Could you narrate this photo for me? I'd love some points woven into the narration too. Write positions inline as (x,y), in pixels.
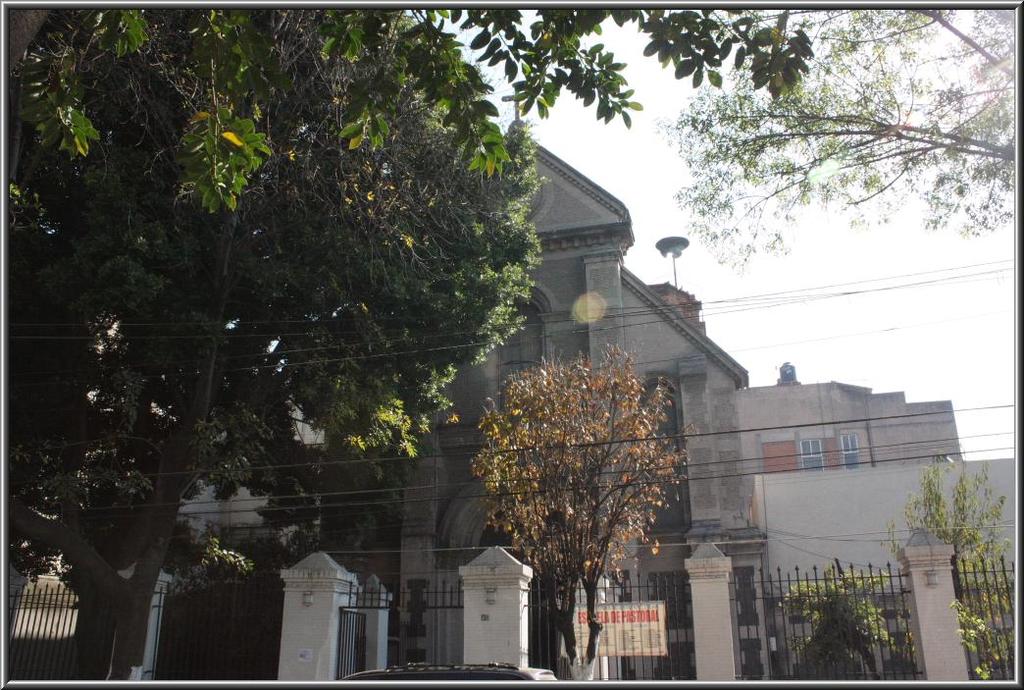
This is the picture of a place where have some buildings (794,495) and to the side we can see a fencing (31,636) to which there is a board (651,612) and also we can see some trees (433,402) and plants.
